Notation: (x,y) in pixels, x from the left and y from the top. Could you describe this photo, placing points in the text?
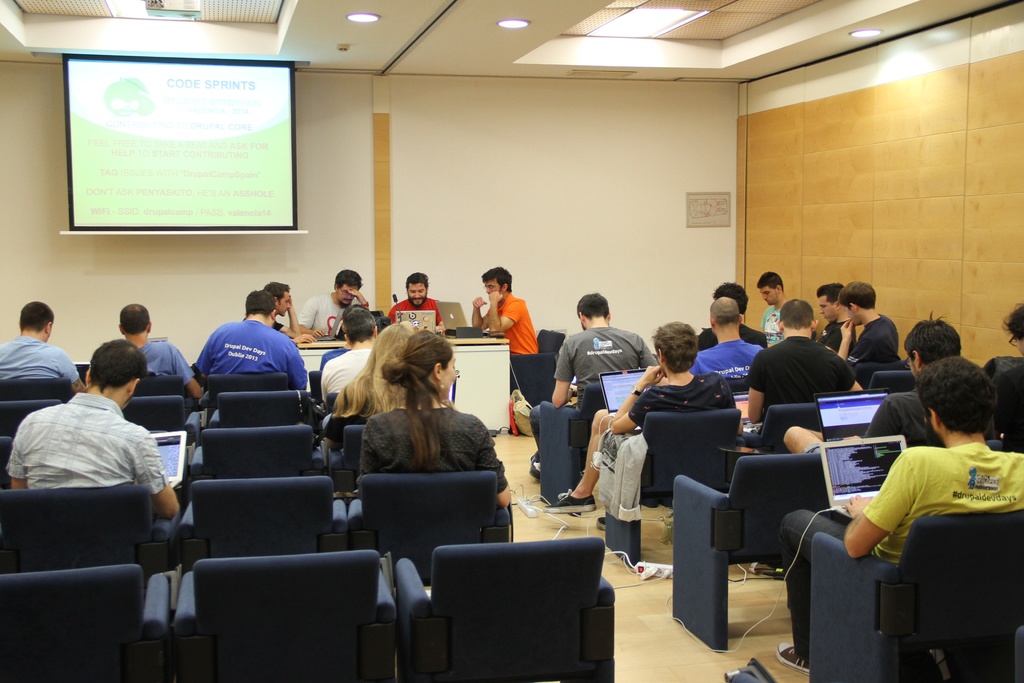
On the background (511,148) we can see wall (494,220). This is a screen (159,157). This is ceiling (440,24) and lights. Here we can see three men (523,307) sitting on chairs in front of a table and on the table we can see laptops (420,311) and mike's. In Front of them we can see chairs (871,369) and on the chairs (155,394) all the persons (890,408) are sitting, holding laptops (852,448) in their hands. This is a floor (651,600) and on the floor (539,495) we can see socket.
